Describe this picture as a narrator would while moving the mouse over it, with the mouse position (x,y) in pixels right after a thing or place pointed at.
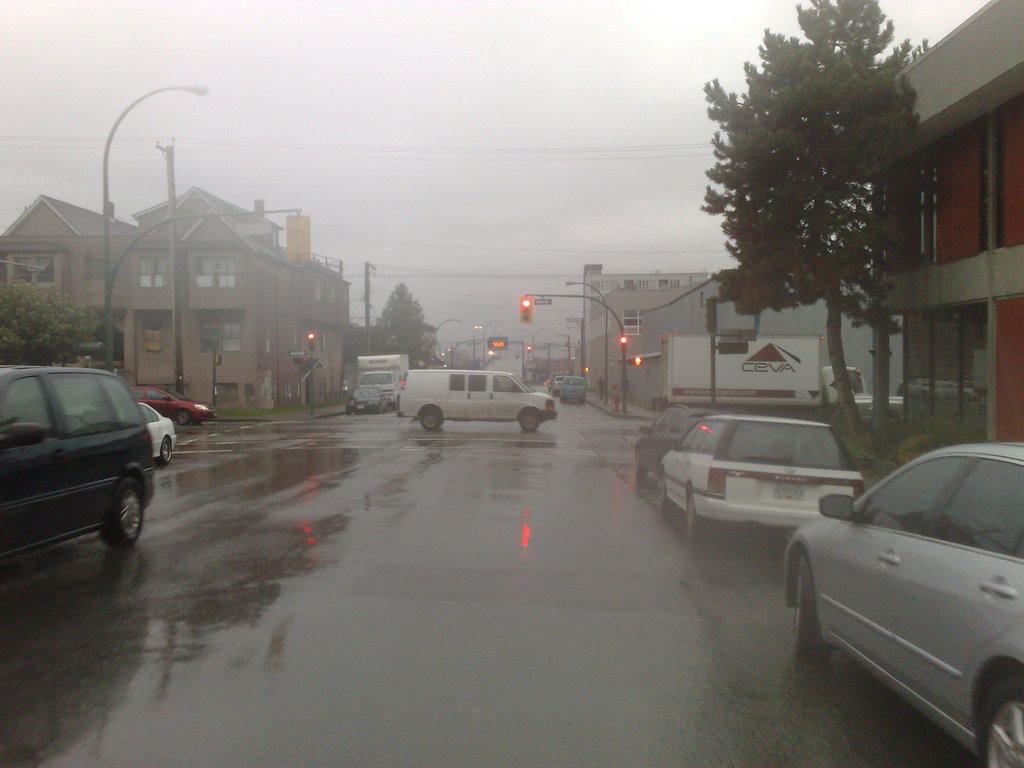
In the image there are many vehicles (786,482) on the road (215,442) and around the vehicles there are some buildings (166,268) and houses (156,259) and trees (745,281). There are street lights (606,379) and traffic signal poles (622,335).
